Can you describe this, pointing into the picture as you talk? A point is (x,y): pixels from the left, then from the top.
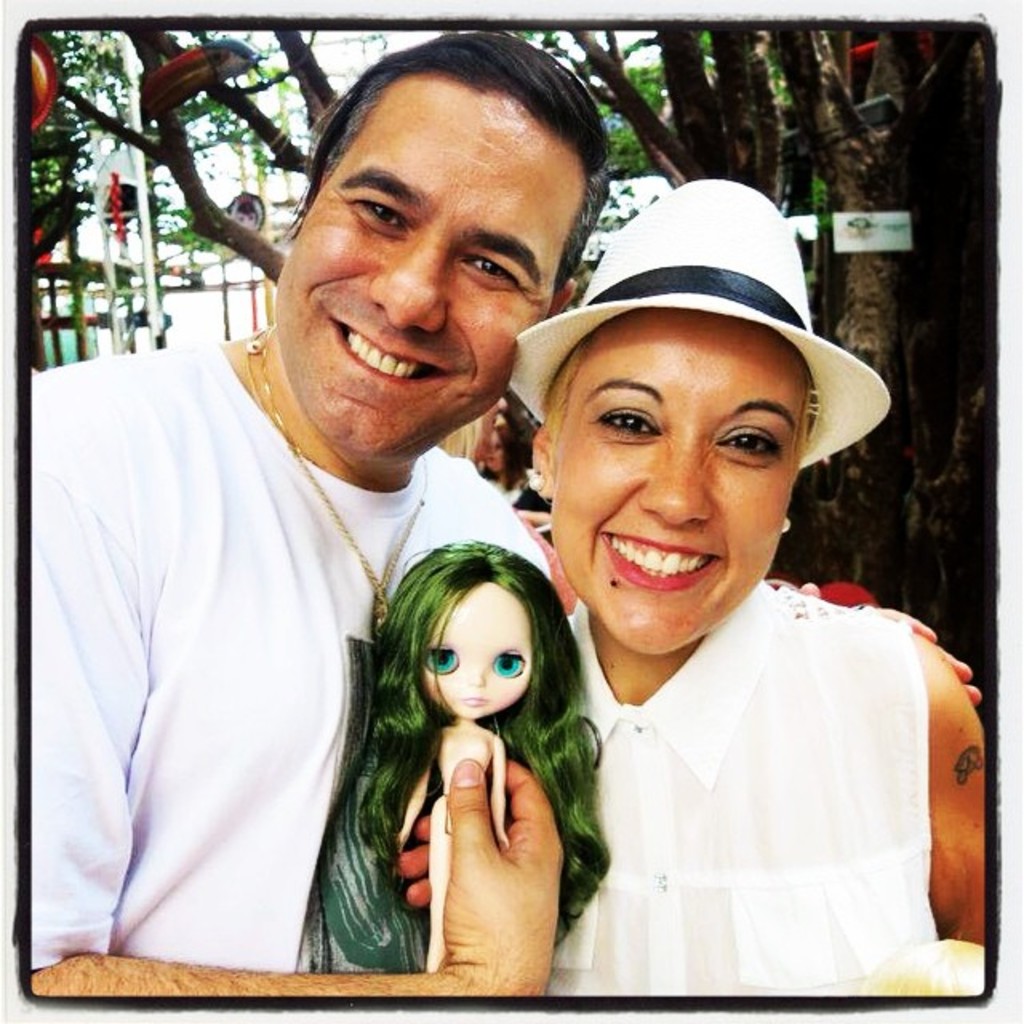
In this image there is a person (401,509) holding the doll (443,742) and he is smiling. Beside him there is a woman (728,743) and she is smiling. Behind them there is a metal fence (67,328) and there are trees (743,113).
